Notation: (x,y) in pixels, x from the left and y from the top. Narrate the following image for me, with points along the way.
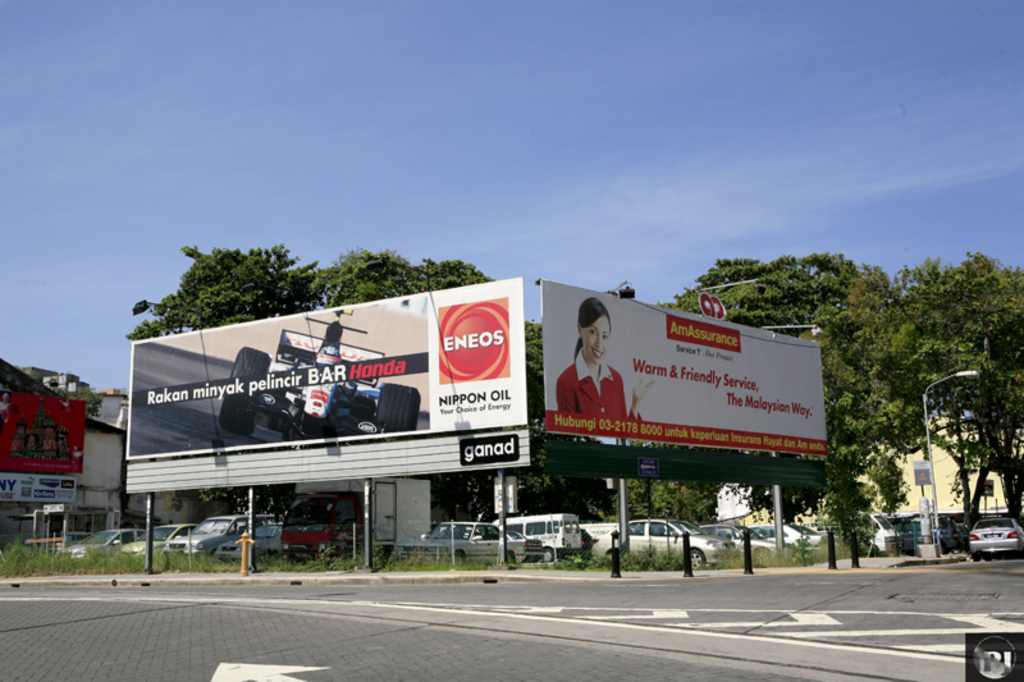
In the center of the image (467,419) there are hoardings (489,458). At the bottom (299,560) there are cars (690,550) and poles (926,540). In the background (282,282) there are trees (232,299), sheds (45,467) and sky (501,184).
